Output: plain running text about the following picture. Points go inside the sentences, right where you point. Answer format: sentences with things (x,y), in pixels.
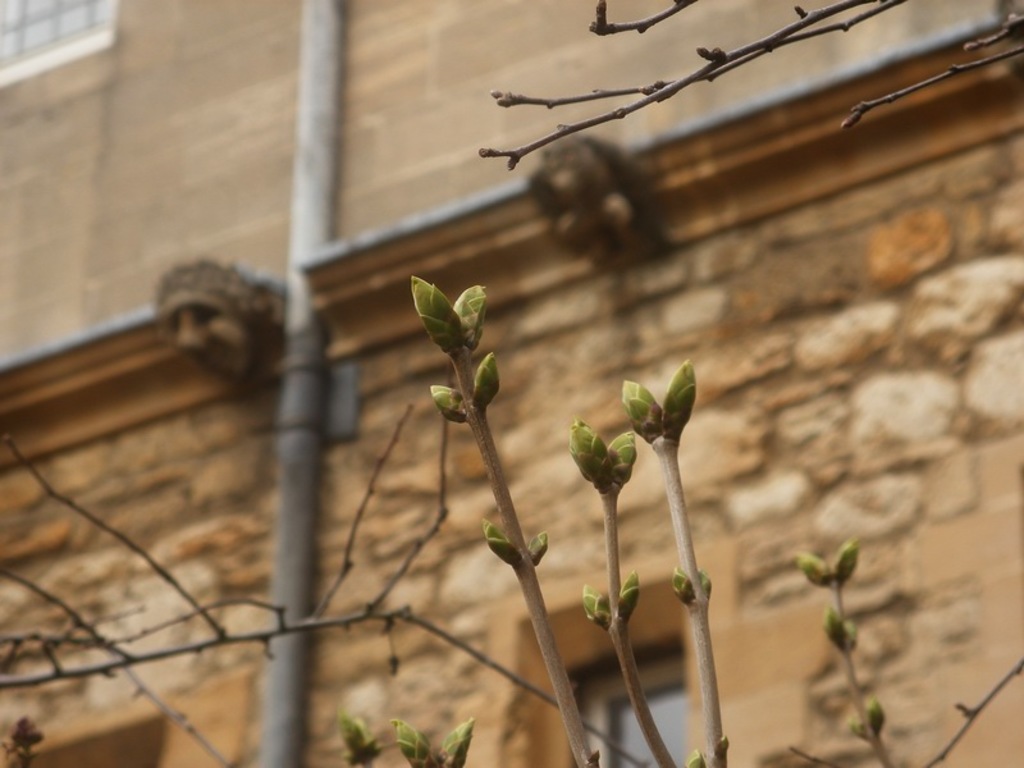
In the picture we can see a building wall (784,617) with some pipe (305,387) to it and near to it we can see some plant (447,397) with stem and leaves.
